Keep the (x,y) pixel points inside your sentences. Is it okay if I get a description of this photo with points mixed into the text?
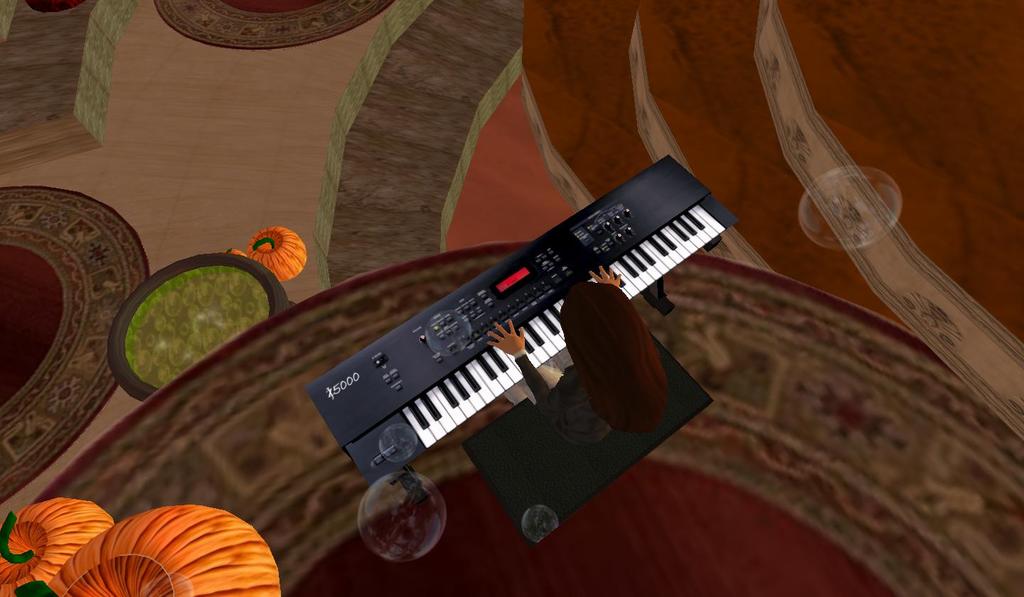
Here this picture is an animated image, in which we can see a woman (589,367) sitting on a stool (513,463) and playing a piano (455,355) present in front of her and we can also see other things (152,344) present on the ground (174,171) over there.
